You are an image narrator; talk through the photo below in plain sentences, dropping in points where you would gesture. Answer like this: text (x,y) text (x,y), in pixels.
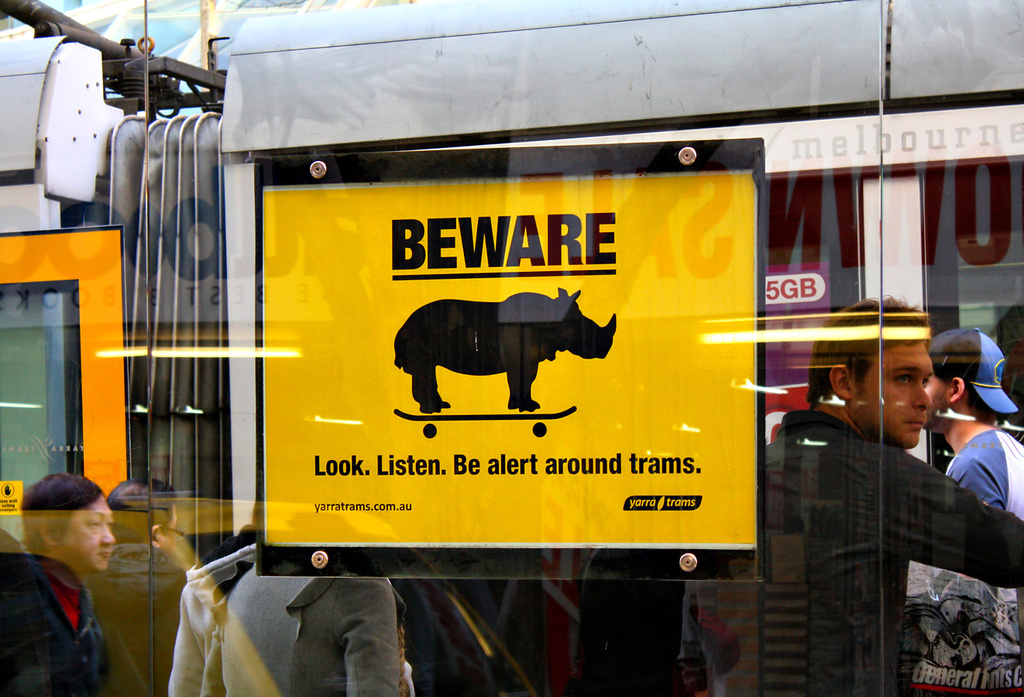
In this image we can see a board (401,523) with some text (642,508) and a picture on a glass window (204,282). On the backside (877,392) we can see a group of people (890,352).
